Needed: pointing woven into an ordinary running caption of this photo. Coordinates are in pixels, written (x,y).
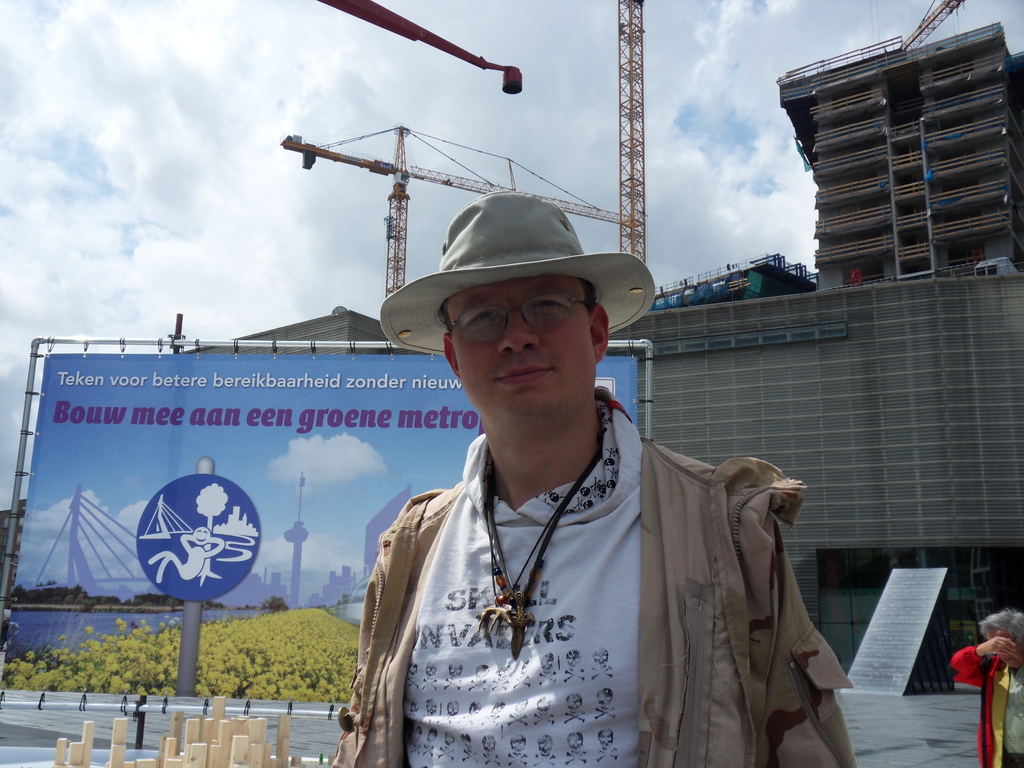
In this image there is a man (540,567) standing in the center (570,463) wearing a white colour hat (487,255) is smiling. In the background (176,390) there is some text (176,377) written on it, and there are buildings (727,292), and the sky (203,172) is cloudy.
